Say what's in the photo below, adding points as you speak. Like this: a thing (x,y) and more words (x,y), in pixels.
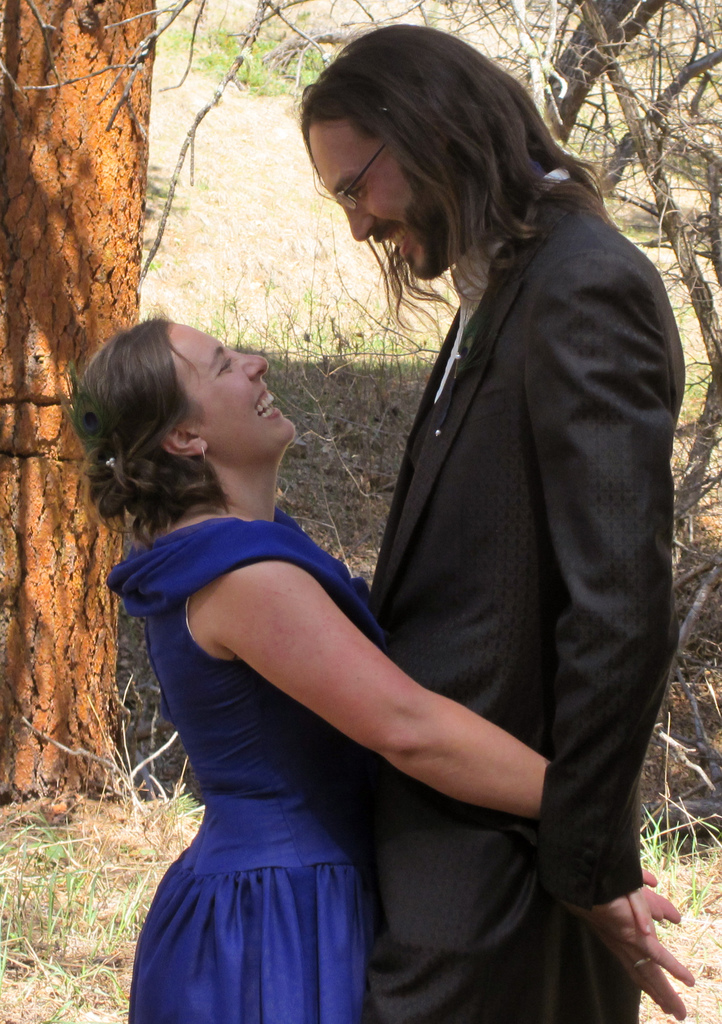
In this picture I can see couple of them standing and I can see a woman (338,789) holding man (557,835) with her hands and I can see trees (679,91) in the back (664,152) and grass (300,408) on the ground (310,400).
